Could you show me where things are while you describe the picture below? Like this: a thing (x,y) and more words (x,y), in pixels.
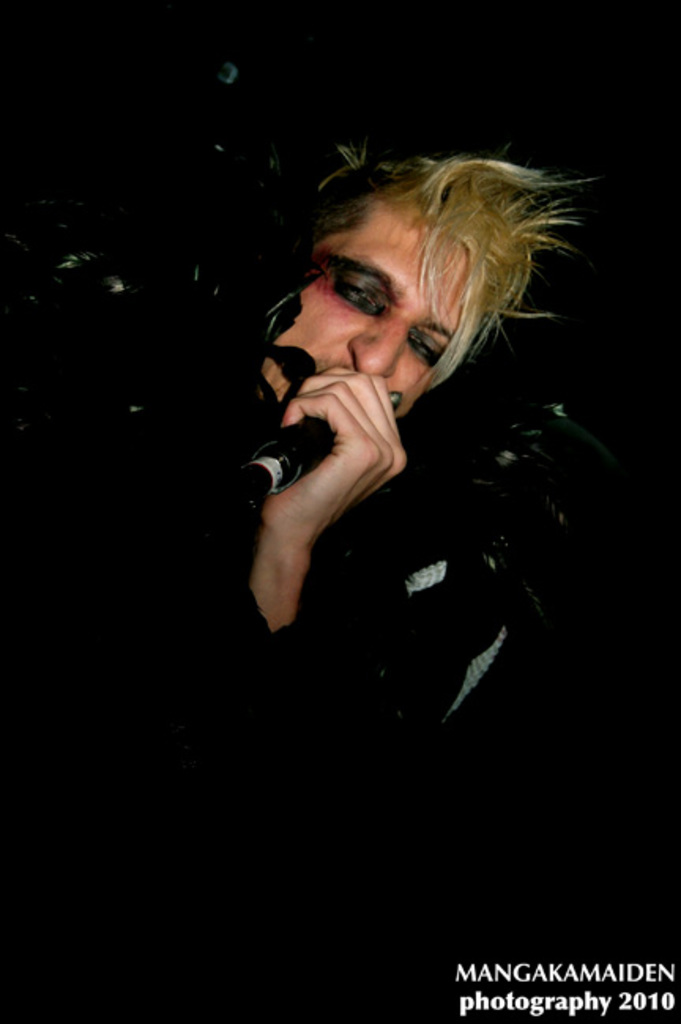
In the middle of the image (228,374) a person (443,398) is standing and holding a microphone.
